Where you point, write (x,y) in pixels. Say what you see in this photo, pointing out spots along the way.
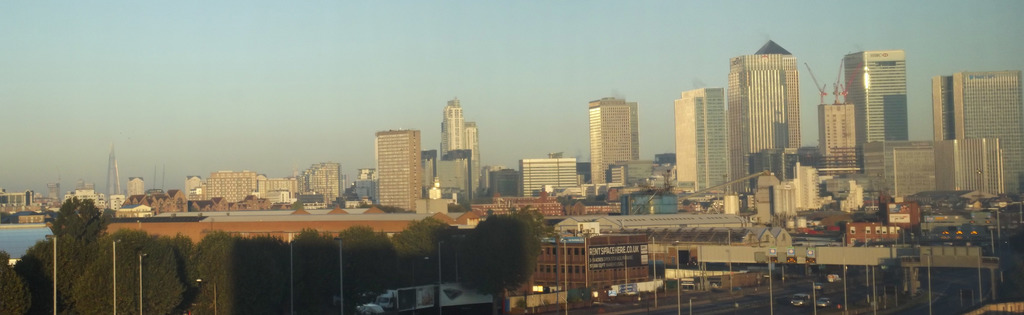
In this picture there are poles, vehicles (822,299) on the road (785,306), trees (455,273), buildings (880,133) and there is water (16,243).
